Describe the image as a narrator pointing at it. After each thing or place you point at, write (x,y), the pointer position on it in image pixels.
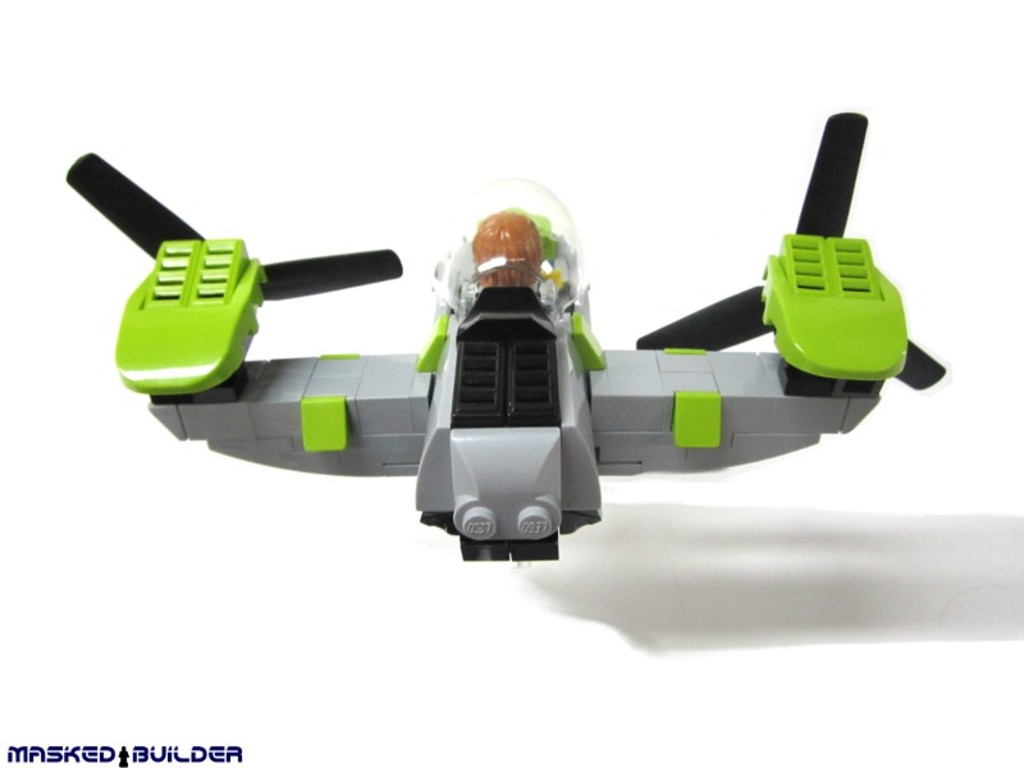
In this image we can see one object (270,444) looks like a toy (162,296), some text (232,749) on the bottom left side (23,749) corner of the image and there is the white background (354,117).
